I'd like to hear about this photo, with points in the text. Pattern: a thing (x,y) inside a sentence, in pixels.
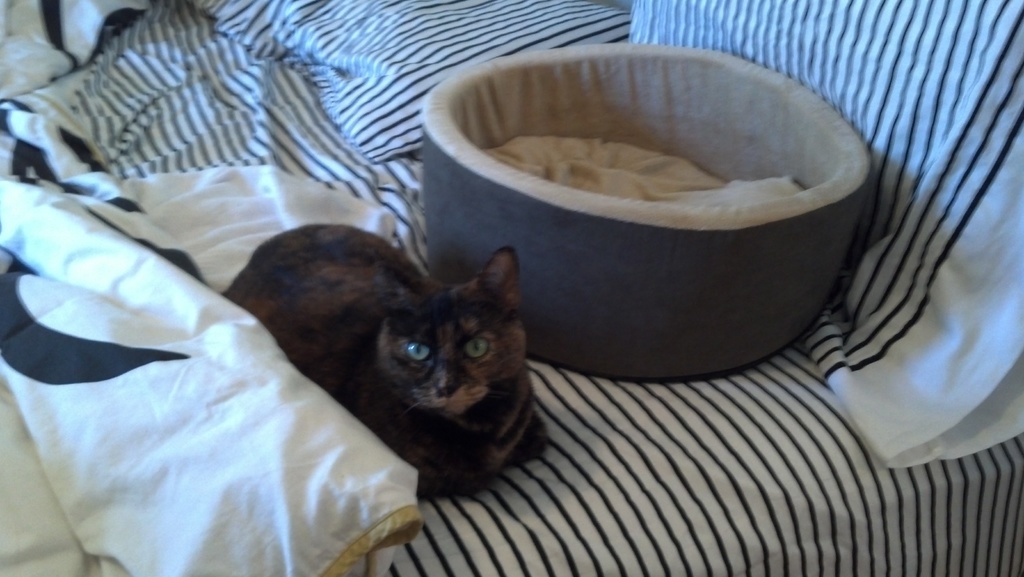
In the picture we can see a bed (796,395) with some cloth (916,395) on it and on it we can see a cat bed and near it, we can see a cat (404,282) sitting which is black in color.
